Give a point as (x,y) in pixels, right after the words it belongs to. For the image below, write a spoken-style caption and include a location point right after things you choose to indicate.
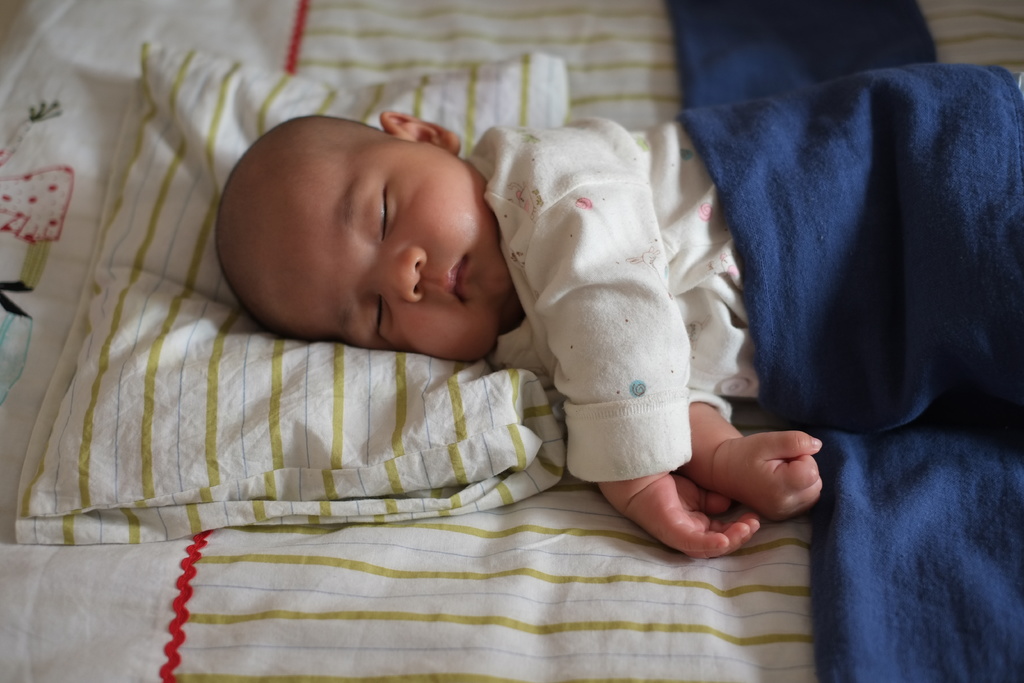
In this image we can see a child (610,395) is lying on the bed (45,591). Here we can see the pillow (341,356) and the blue color blanket (938,322).
